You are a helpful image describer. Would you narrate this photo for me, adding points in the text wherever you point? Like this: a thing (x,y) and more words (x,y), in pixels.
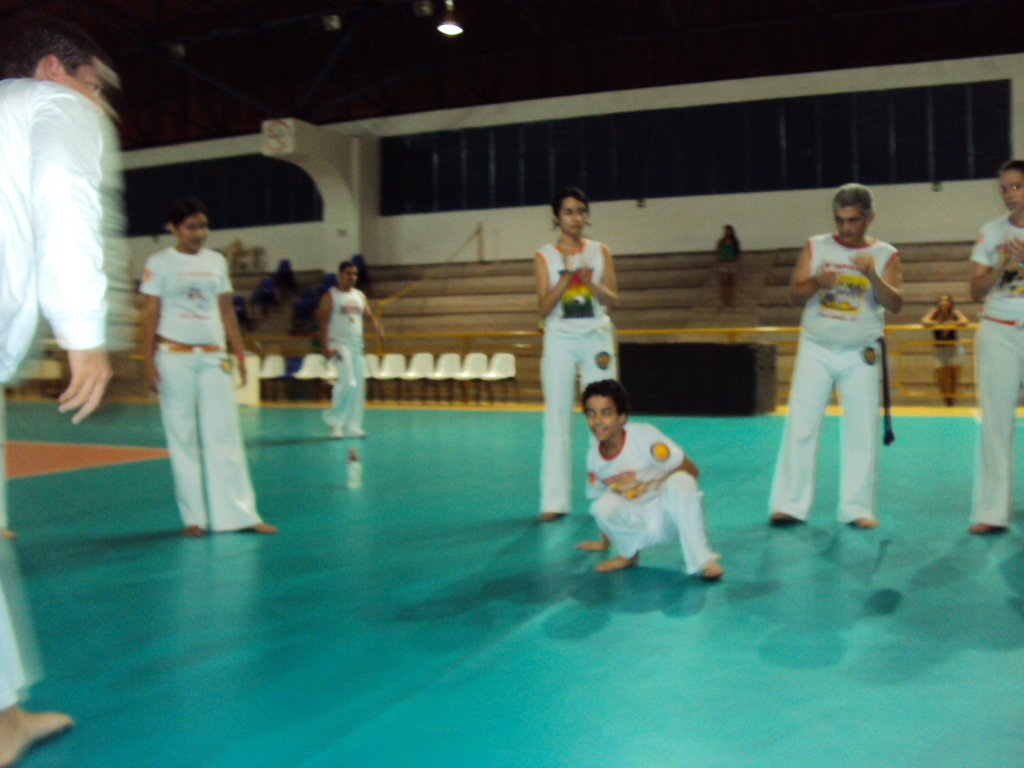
This image consists of many people (50,274) wearing white dress (50,274). At the bottom (511,699), there is floor (502,643). The floor (409,649) is in green color. It looks like an indoor stadium (563,171). In the background (274,368), there are chairs (431,368) in white color. To the top (463,61), there is roof (370,47) to which lights (452,29) are hanged.
